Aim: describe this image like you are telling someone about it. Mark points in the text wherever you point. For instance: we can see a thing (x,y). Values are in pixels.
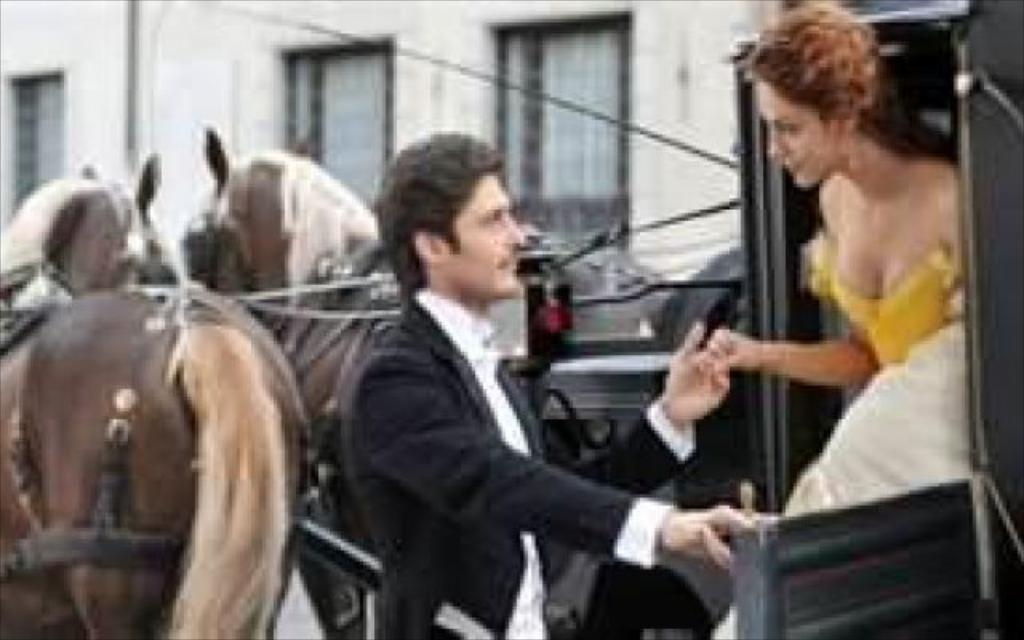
In this image I can see two persons (429,314) in the front (842,219) where on the right side (758,361) I can see she is wearing yellow colour dress (925,304) and on the left side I can see he is wearing formal dress (459,412). In the background (299,338) I can see two brown colour horses (166,294) and a building (164,107). I can also see this image is little bit blurry in the background (225,50).
